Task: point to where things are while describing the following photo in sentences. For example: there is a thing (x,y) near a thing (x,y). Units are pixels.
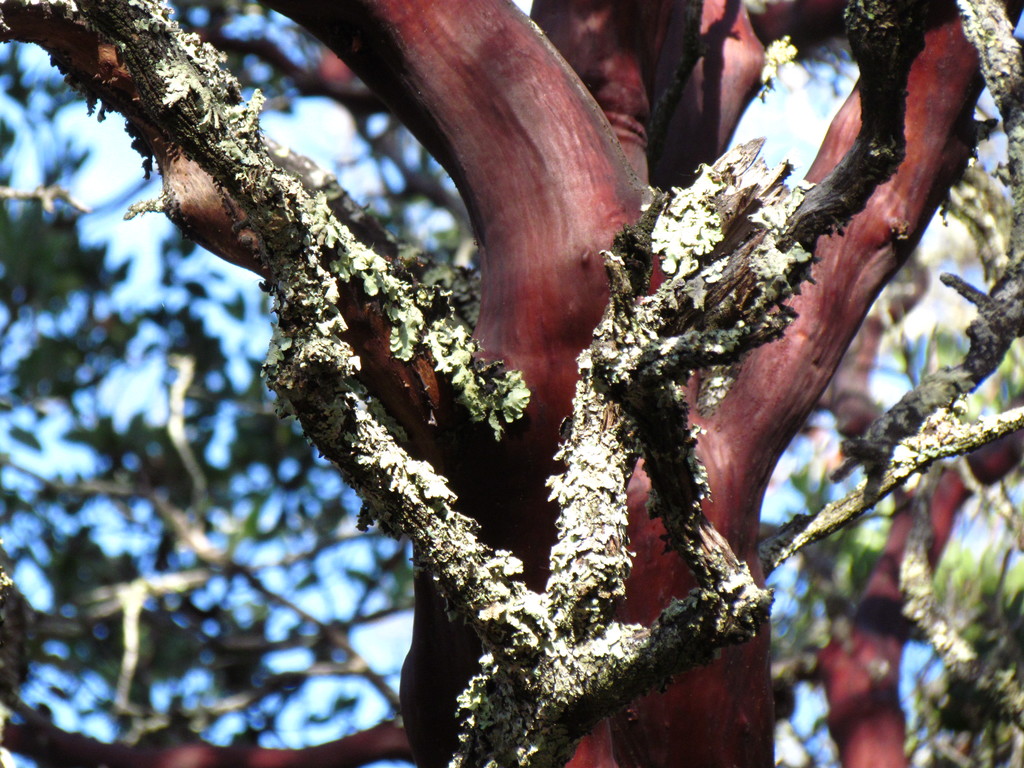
In the foreground of this image (510,414), there is a tree (563,657) with red trunk (509,136) and in the background (108,164) there is the sky (132,168).
